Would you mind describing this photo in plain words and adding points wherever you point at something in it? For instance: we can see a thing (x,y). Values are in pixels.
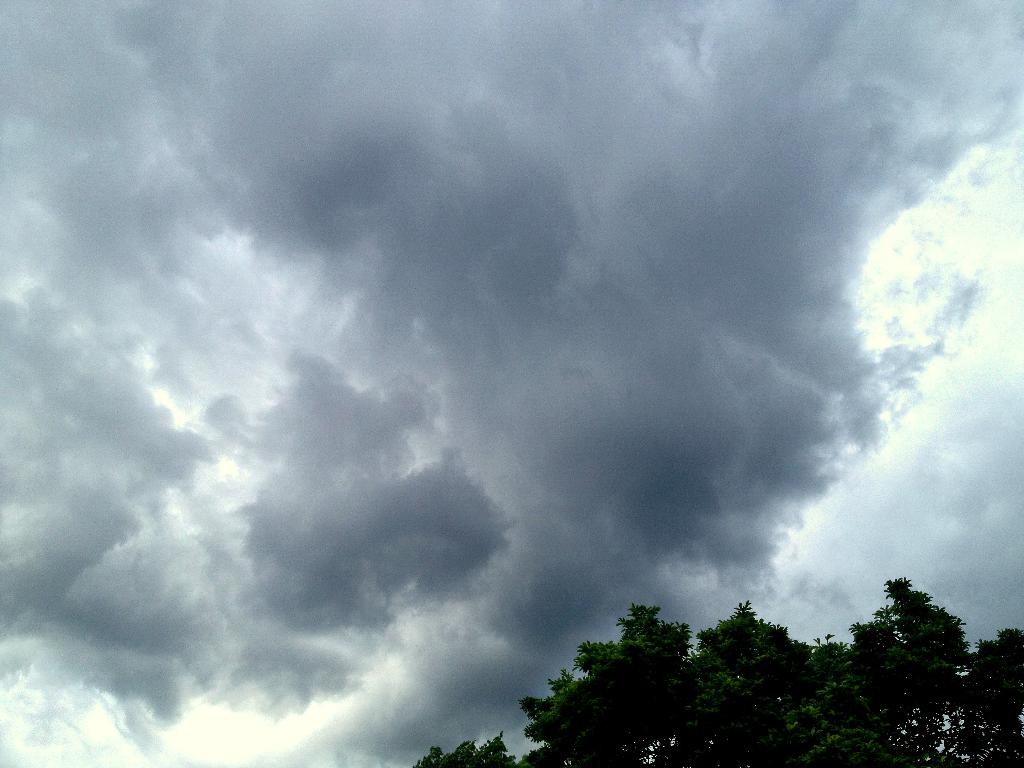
In this image I can see many trees (645,704), clouds (455,504) and the sky (306,411).
